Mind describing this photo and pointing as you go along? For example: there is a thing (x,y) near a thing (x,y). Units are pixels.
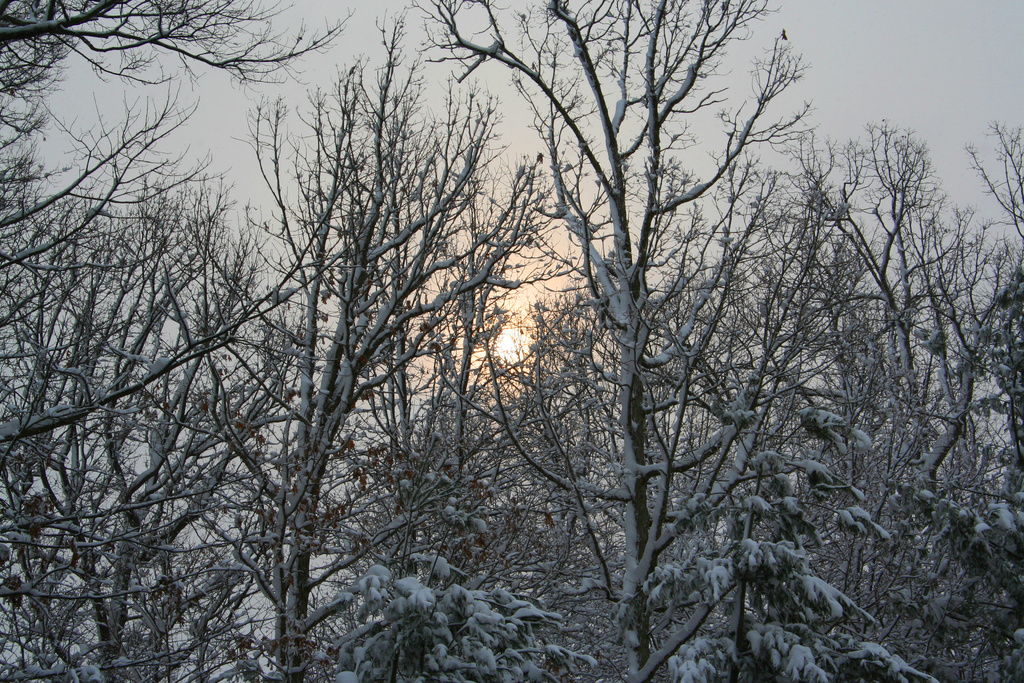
In this picture there are trees (290,416) and there is snow (213,677) on the trees (513,315). At the top (308,91) there is sky (273,104) and there is a sun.
